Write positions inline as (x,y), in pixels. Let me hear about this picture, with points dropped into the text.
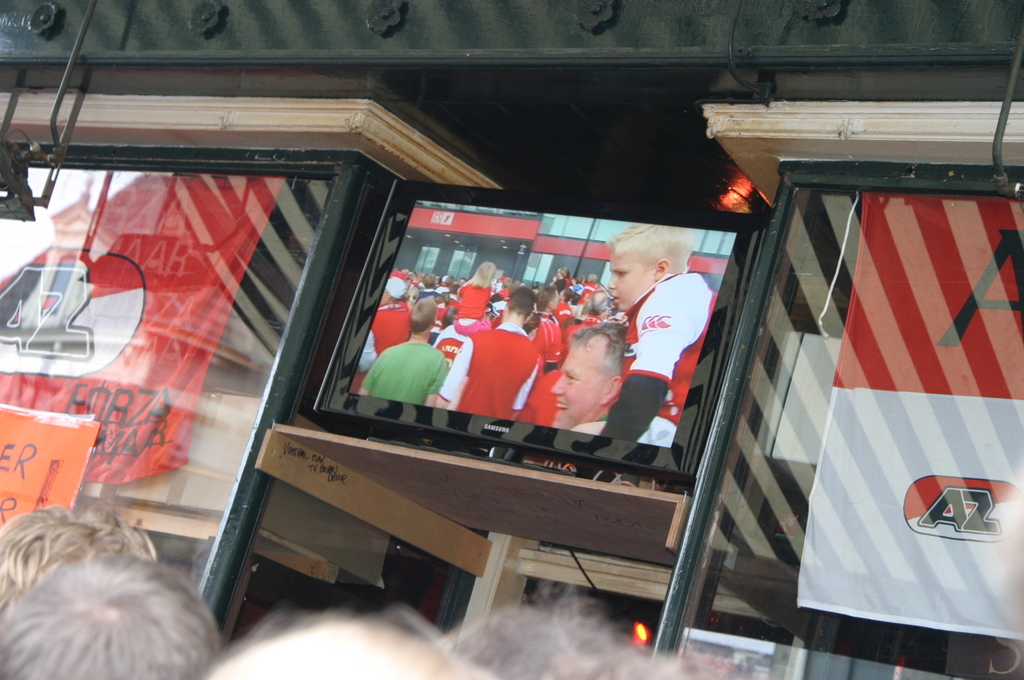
In this image, we can see a shed (464,134) and here we can see glass doors (229,467) and through the doors (170,318), we can see some banners (899,469) and there is a television (535,383) and we can see some people (552,337) on the screen (560,360). At the bottom (577,622), there are people (533,618) and we can see a light (646,630).
